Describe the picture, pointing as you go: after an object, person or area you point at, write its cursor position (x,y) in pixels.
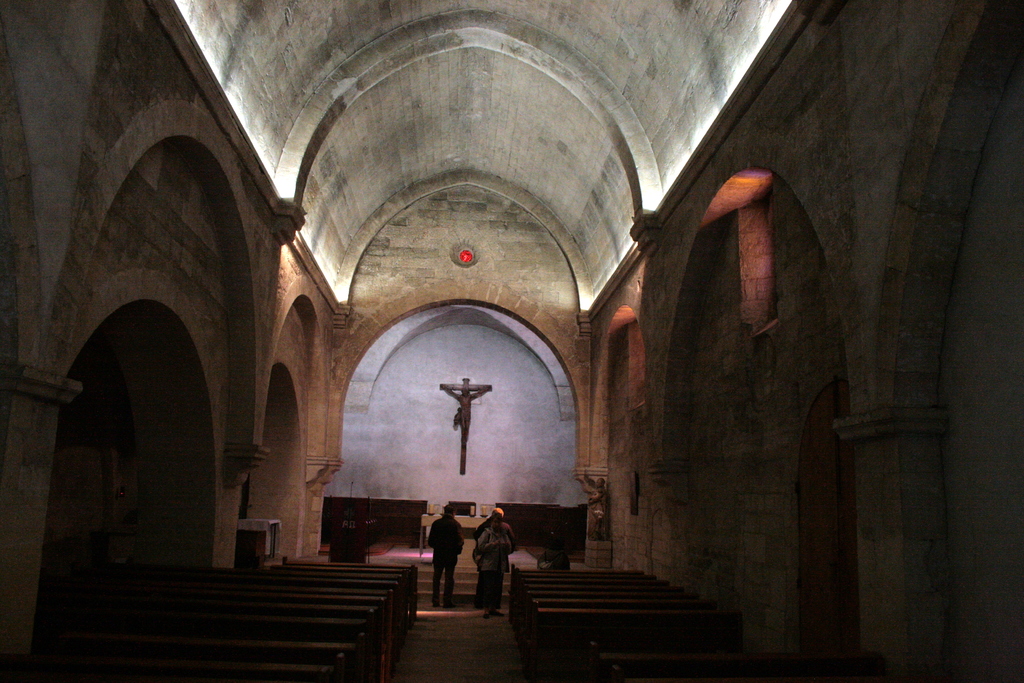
In this image there is a church (245,268), there is a hall (665,228), on the hall (176,337) there are few benches (531,641) visible, there is a stage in the middle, on the stage (399,544) there is a table (428,529), podium (341,510), mike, in front of stage (413,560) there are few persons (439,545) visible and there is the wall (395,417), on which cross symbol (443,387) attached there is a light focus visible on the wall (467,356).
